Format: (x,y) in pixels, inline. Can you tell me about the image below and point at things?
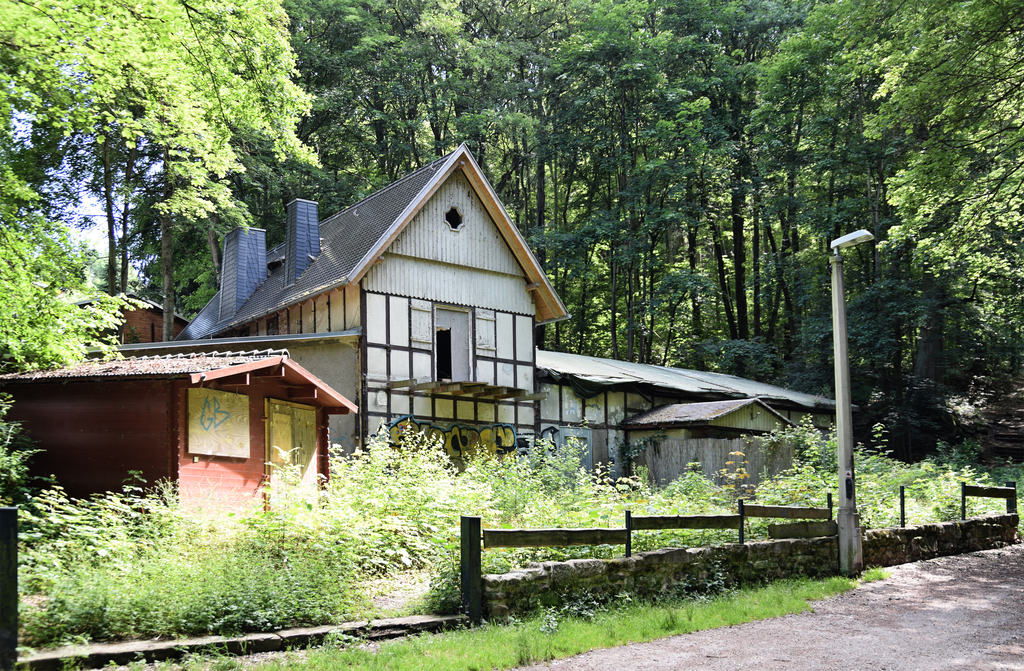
In this image I can see few houses (515,331), trees (547,104), wooden fencing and light pole (839,342). The sky (101,215) is in white color.
